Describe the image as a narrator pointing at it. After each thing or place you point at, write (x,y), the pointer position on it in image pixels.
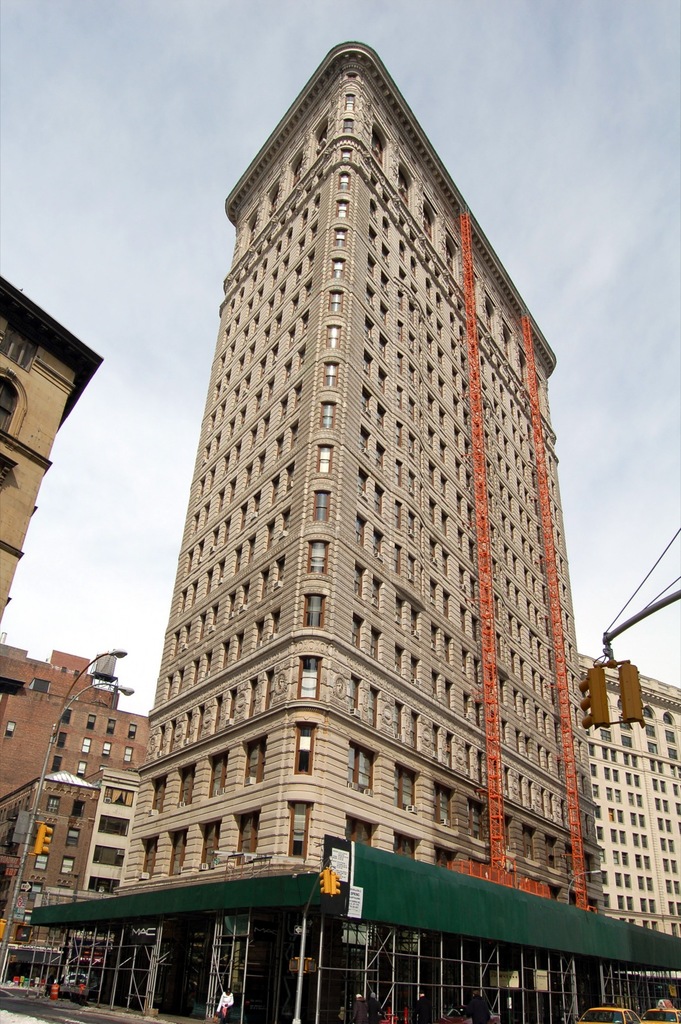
There is a tall tower (504,475) with plenty of windows (363,490) and around the towers (547,743) there are some other buildings (18,669), in the front there are three traffic signal poles (308,913) beside the footpath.
